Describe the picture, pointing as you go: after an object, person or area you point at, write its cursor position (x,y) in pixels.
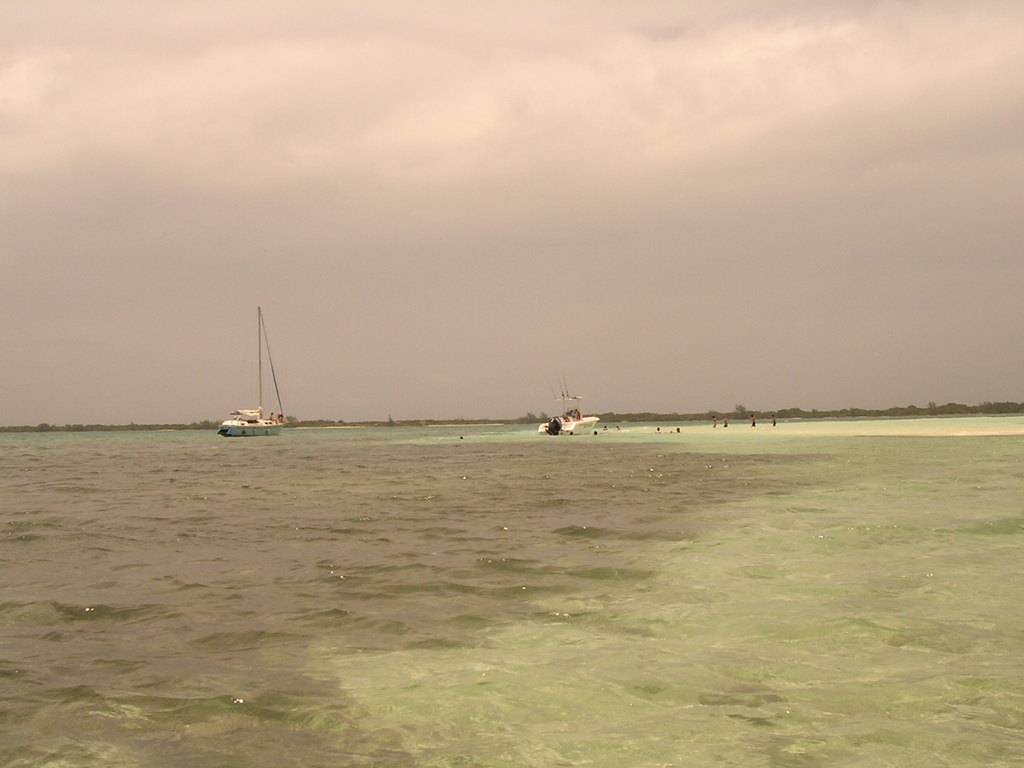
This picture consists of the sea (605,447) and on the sea (339,526) I can see two boats (579,410), at the top (578,196) I can see the sky (860,183).
